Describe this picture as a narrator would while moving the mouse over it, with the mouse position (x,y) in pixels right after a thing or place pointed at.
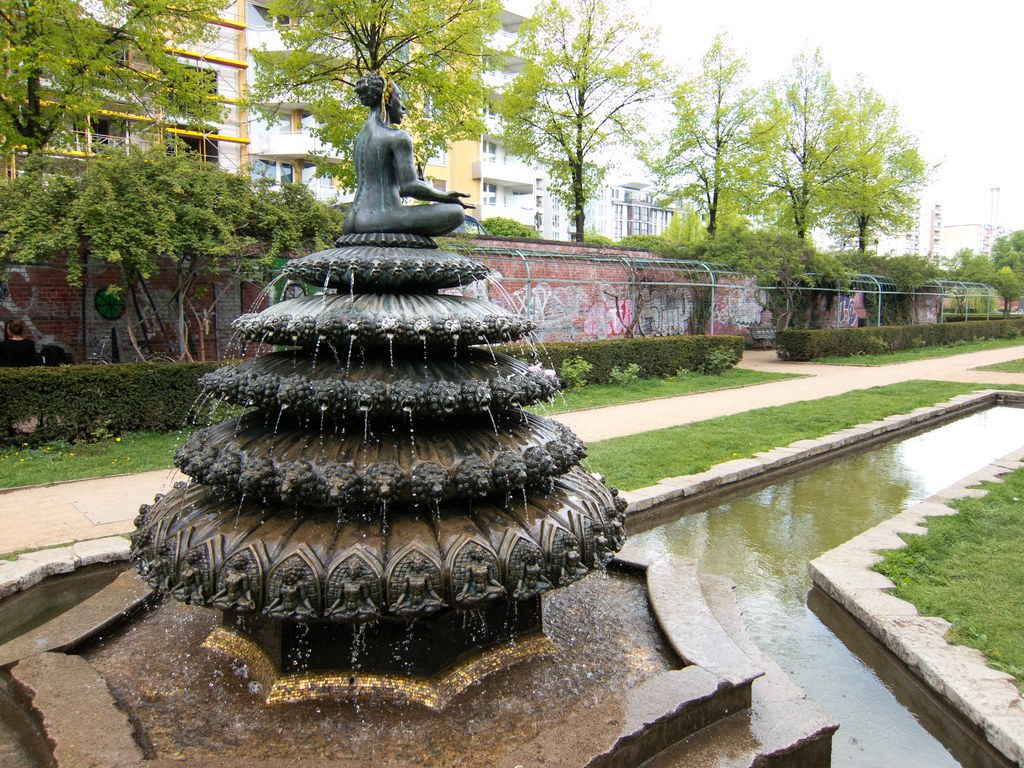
Here we can see a sculpture (404,234), fountain (508,559), water (334,707), grass (1022,578), plants (812,352), wall (811,316), and trees (510,117). In the background (1019,117) there are buildings (937,249) and sky (959,117).
